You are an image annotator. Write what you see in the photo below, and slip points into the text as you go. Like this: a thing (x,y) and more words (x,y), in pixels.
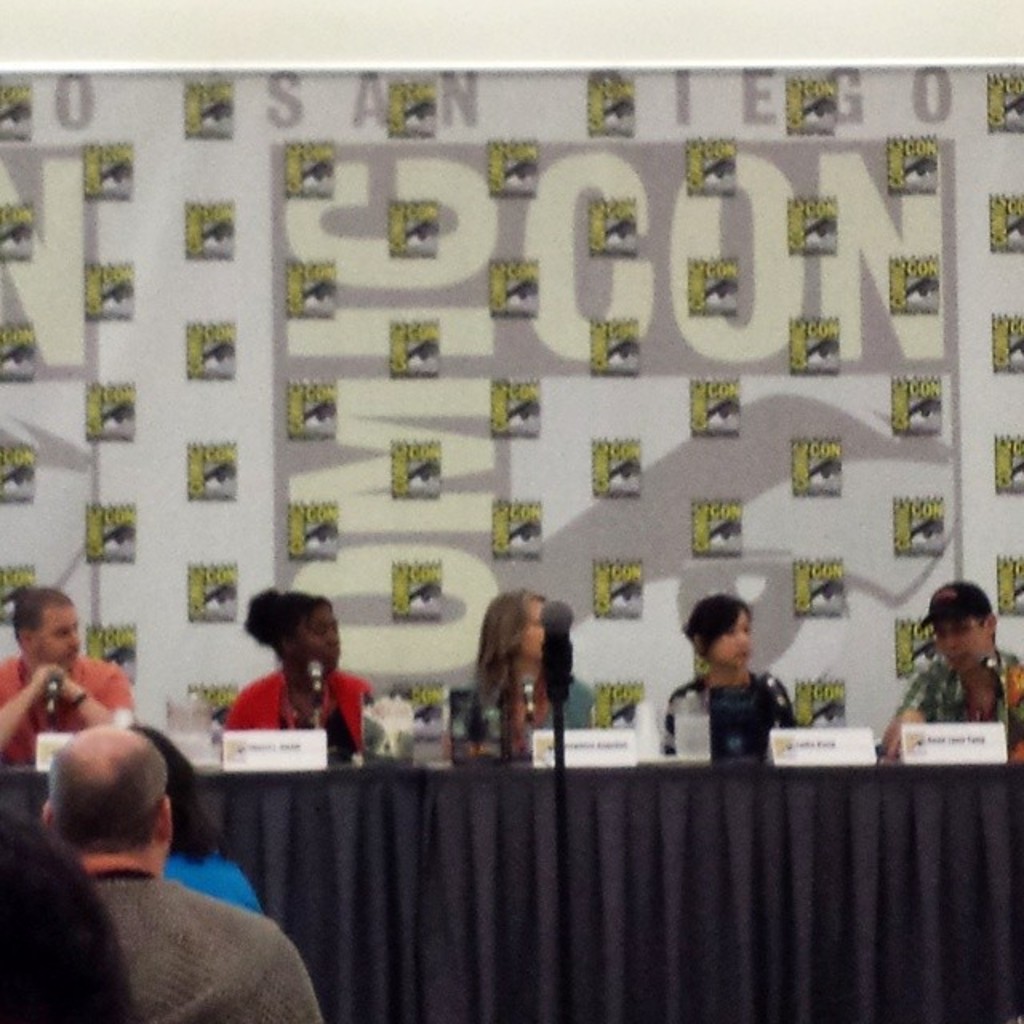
We can see few persons (912,683) sitting on chairs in front of a table (622,816) and on the table (648,775) we can see boards (873,750), bottle (659,723). On the background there is one flexi (454,326). Here we can see few audience (192,930) at the left side of the picture (216,928).
